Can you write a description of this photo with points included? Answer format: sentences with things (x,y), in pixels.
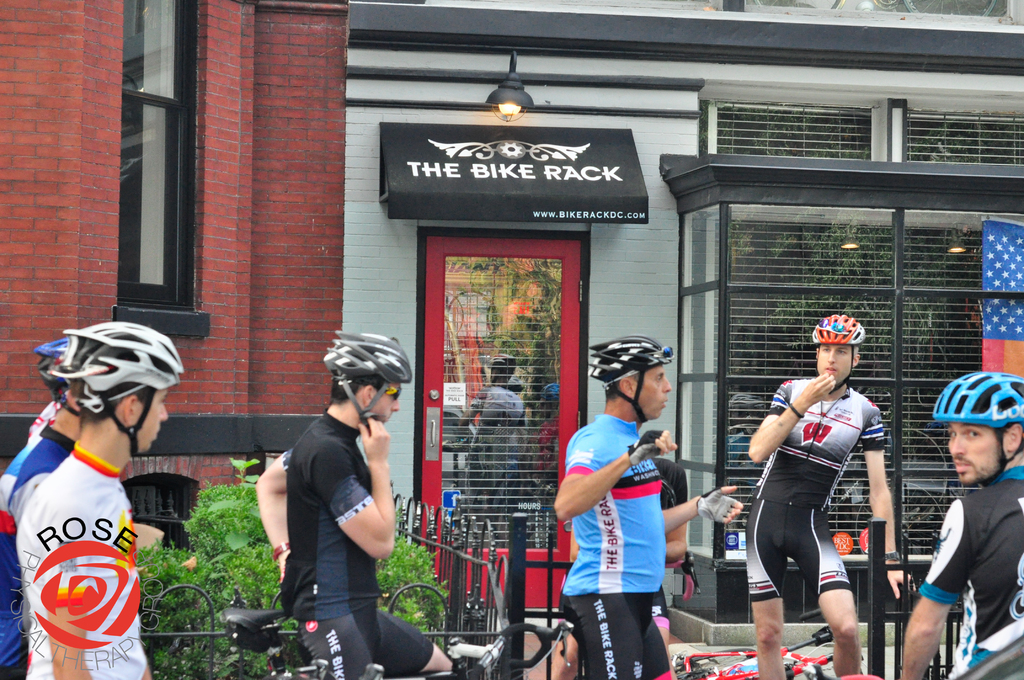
In the image there are few persons (366,545) with helmet (127,377) over their head (105,405) standing and sitting on the bicycles (261,611) and on the left side (211,497) there are plant (224,602) inside a fence (204,634) and behind it there is building (519,284) with a light (511,111) over its entrance (510,334).
